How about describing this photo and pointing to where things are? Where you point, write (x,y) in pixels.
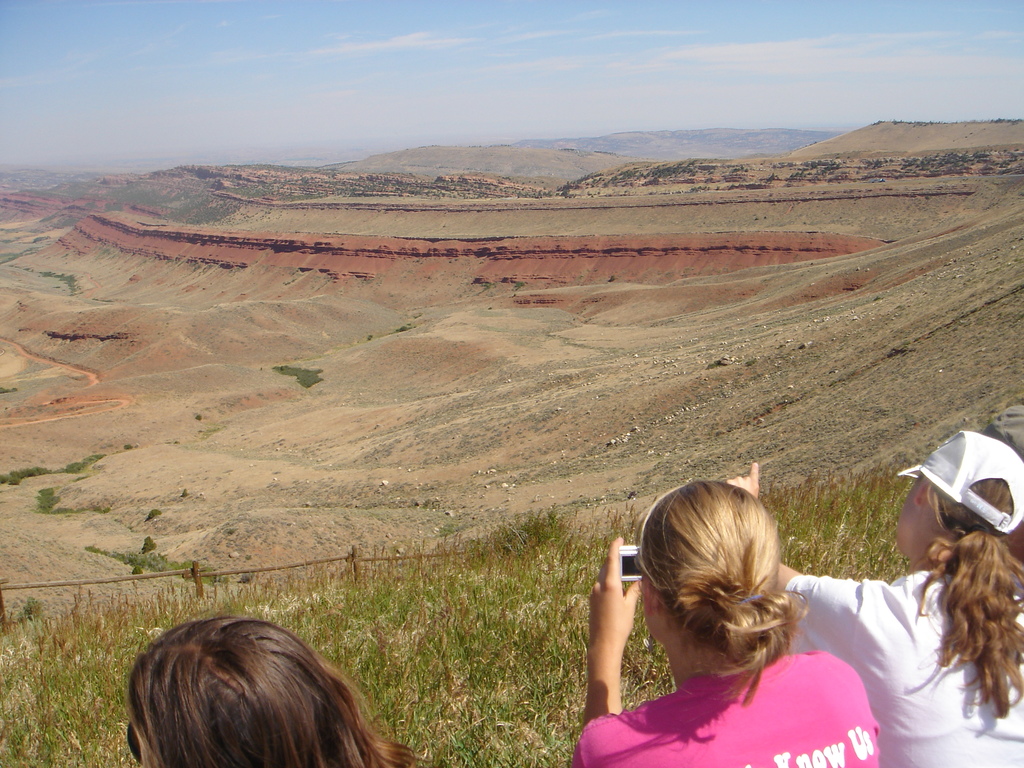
In the image we can see there are people (651,573) standing on the ground (513,618) and a woman (651,575) is holding camera (633,581) in her hand (615,620). The ground (503,602) is covered with grass (565,595) and behind there is a mud (457,296) on the ground (532,277).
